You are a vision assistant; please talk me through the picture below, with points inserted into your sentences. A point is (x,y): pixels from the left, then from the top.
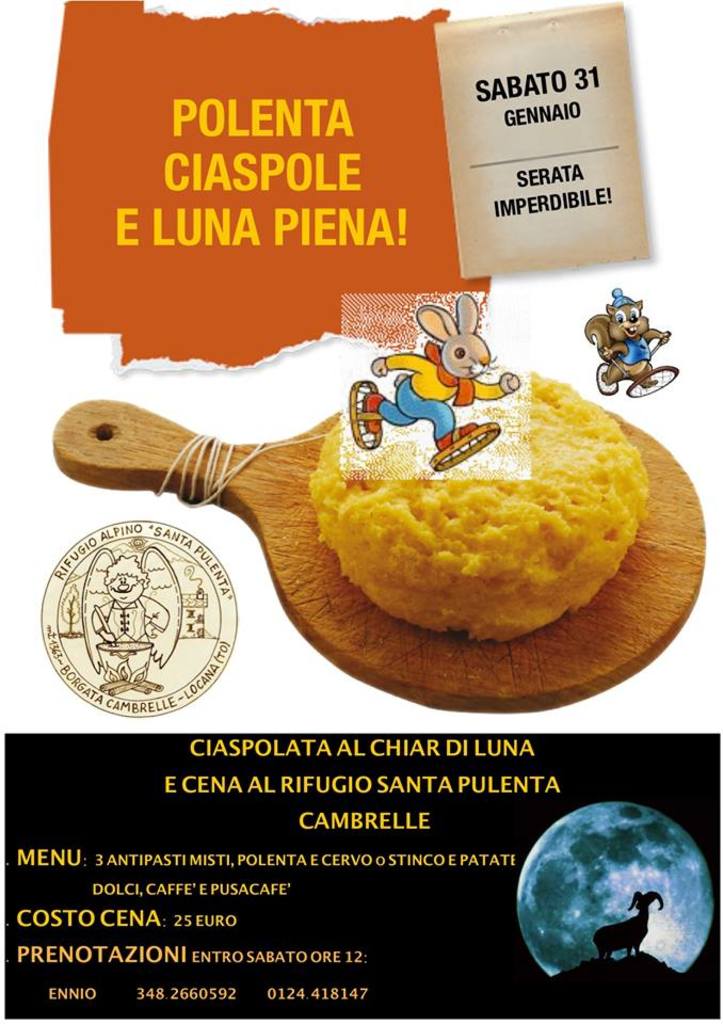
In this picture we can observe yellow color food (420,527) placed on the brown color wooden object (310,531). We can observe an orange color part (237,281) in this picture. There is a black color box (317,777) on which we can observe yellow color words (31,915). There is a moon (548,895) on the right side (613,915). We can observe three different animals (469,378) here.
